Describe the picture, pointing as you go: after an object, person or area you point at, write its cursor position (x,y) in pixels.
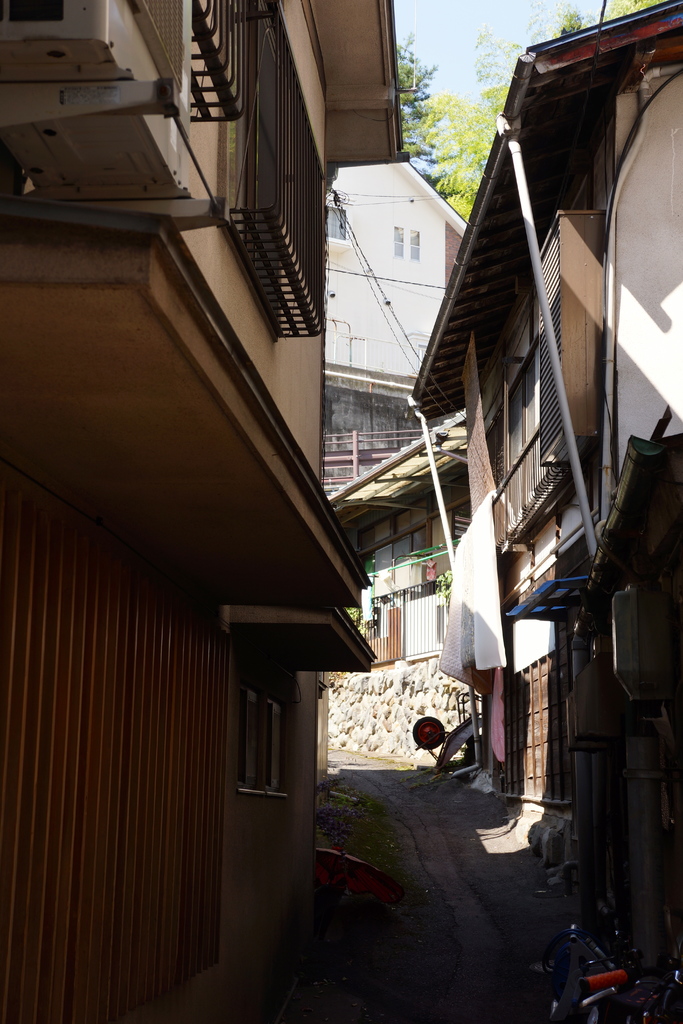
In the picture I can see the buildings (234,414). I can see the bicycles (670,986) on the bottom right side of the picture (621,1015). I can see the metal fencing (243,108) and an air conditioner (78,37) on the top left side (98,102). There are trees (442,96) on the top right side (475,108).
